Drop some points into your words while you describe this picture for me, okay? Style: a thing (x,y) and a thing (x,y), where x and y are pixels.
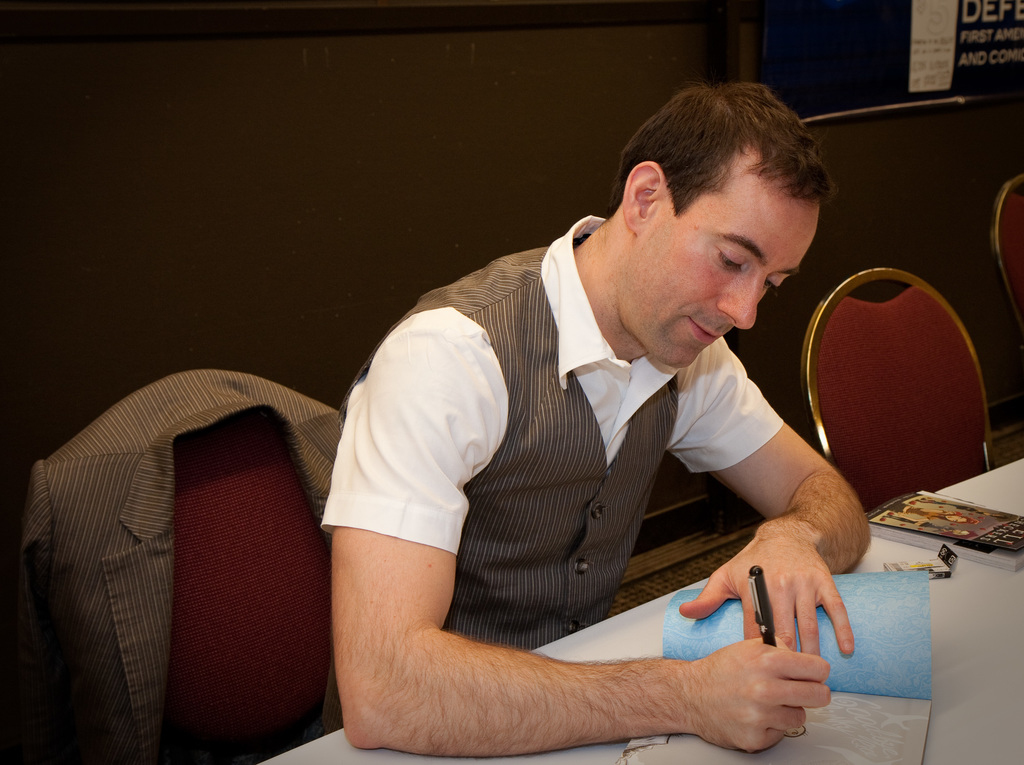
In this image i can see a person (413,576) sit on the chair (316,585) and he is writing a topic on a book (890,726) and he holding a pen (771,616) and there are the chairs (836,394) in front of the table (989,478).
